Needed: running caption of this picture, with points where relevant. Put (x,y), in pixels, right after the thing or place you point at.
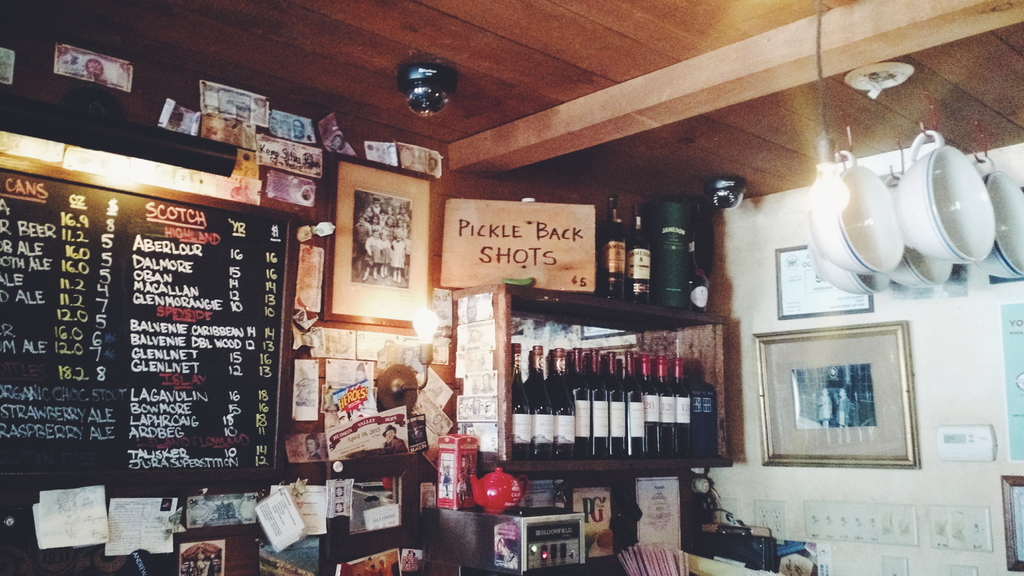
In this image there is a black board (82,205) with some text (88,274) on the left corner (78,275). There are cups (975,196), some frames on the wall (942,306) on the right corner (936,244). There is wooden rack (490,457) with bottles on it and there are objects (191,572) and frames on the wall (440,433) in the background (342,304). And there is roof (624,71) at the top (666,83).
